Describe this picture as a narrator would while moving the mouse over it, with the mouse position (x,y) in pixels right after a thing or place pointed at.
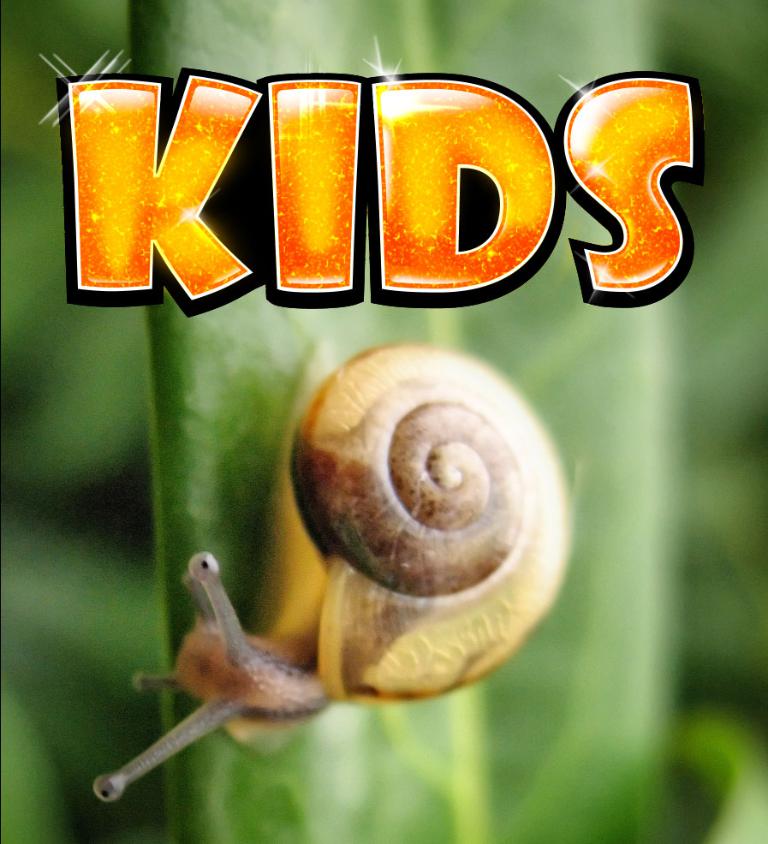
In the center of the image (319,449) we can see a snail (386,557). At the top of the image (355,92) we can see the text (277,157). In the background (52,824), the image is blurred.
